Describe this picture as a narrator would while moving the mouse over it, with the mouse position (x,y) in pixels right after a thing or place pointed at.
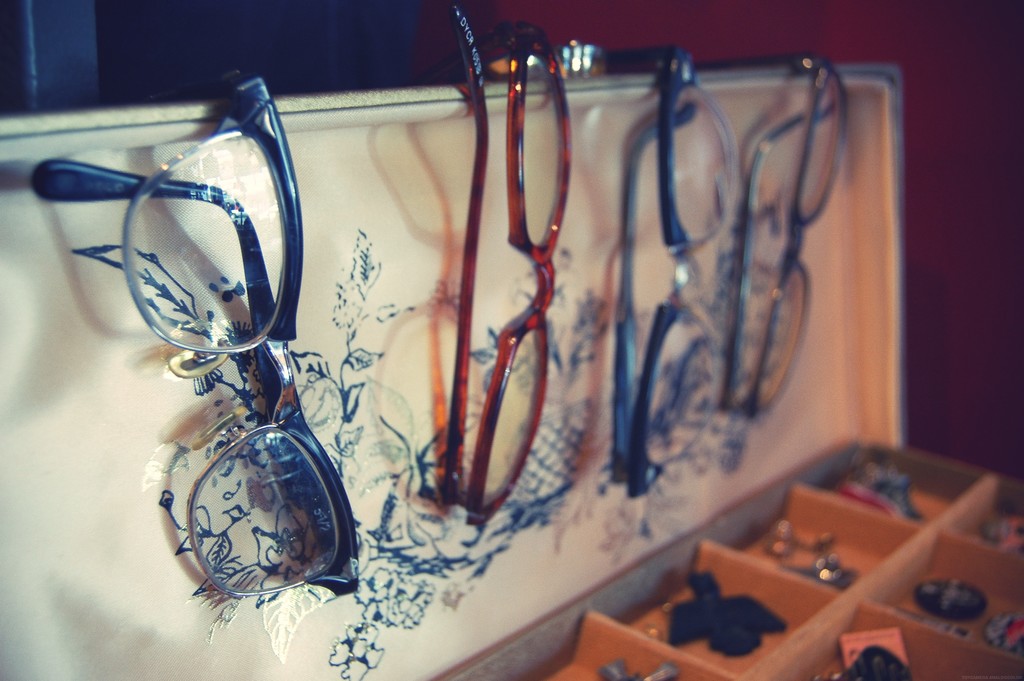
In this picture I can see few spectacles (264,338) and I can see few items (757,624) in the boxes (686,581) and a dark background (910,87).
